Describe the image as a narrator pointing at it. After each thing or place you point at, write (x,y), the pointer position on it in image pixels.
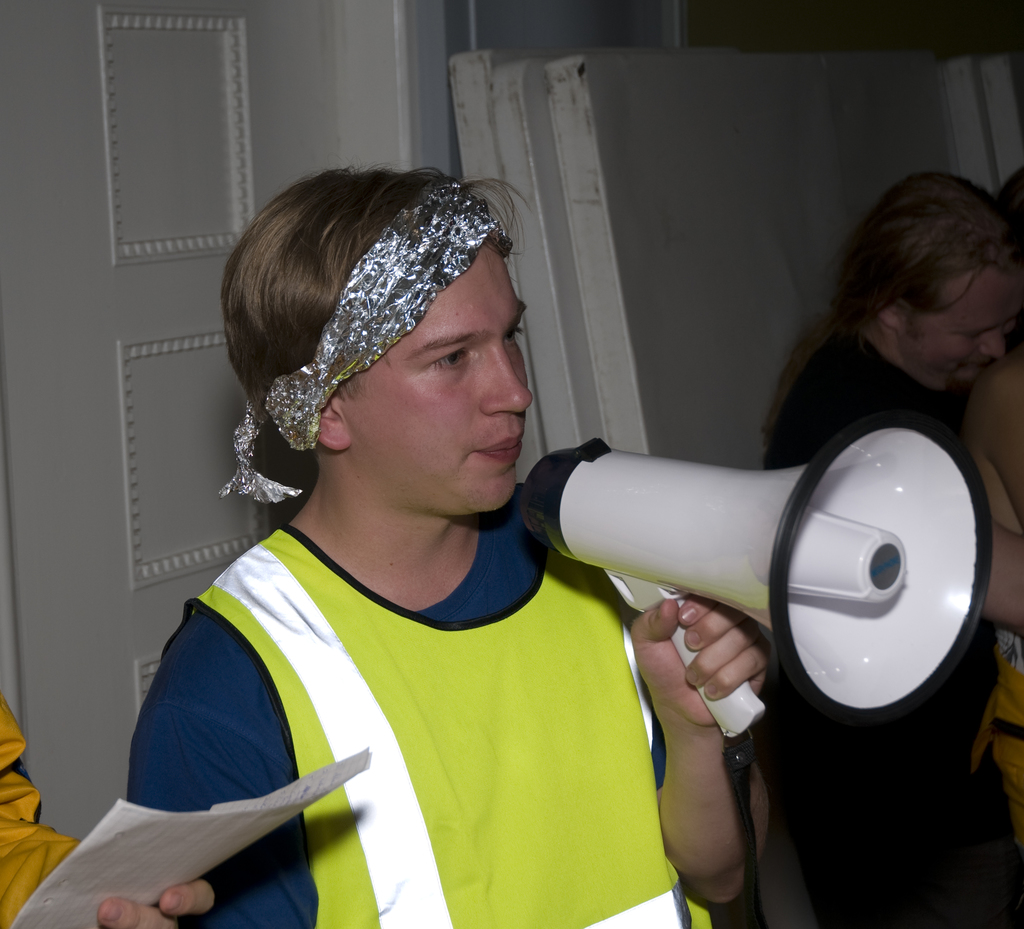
In this image there is a person (318,657) holding a sound speaker (717,588) in his hand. He tied a foil (252,419) over his head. Left side there is a person (6,710) holding paper (118,839) in his hand (145,912). Right side there are few persons (952,329) standing. Behind them there are few wooden planks (651,239) kept near the wall (509,12).
